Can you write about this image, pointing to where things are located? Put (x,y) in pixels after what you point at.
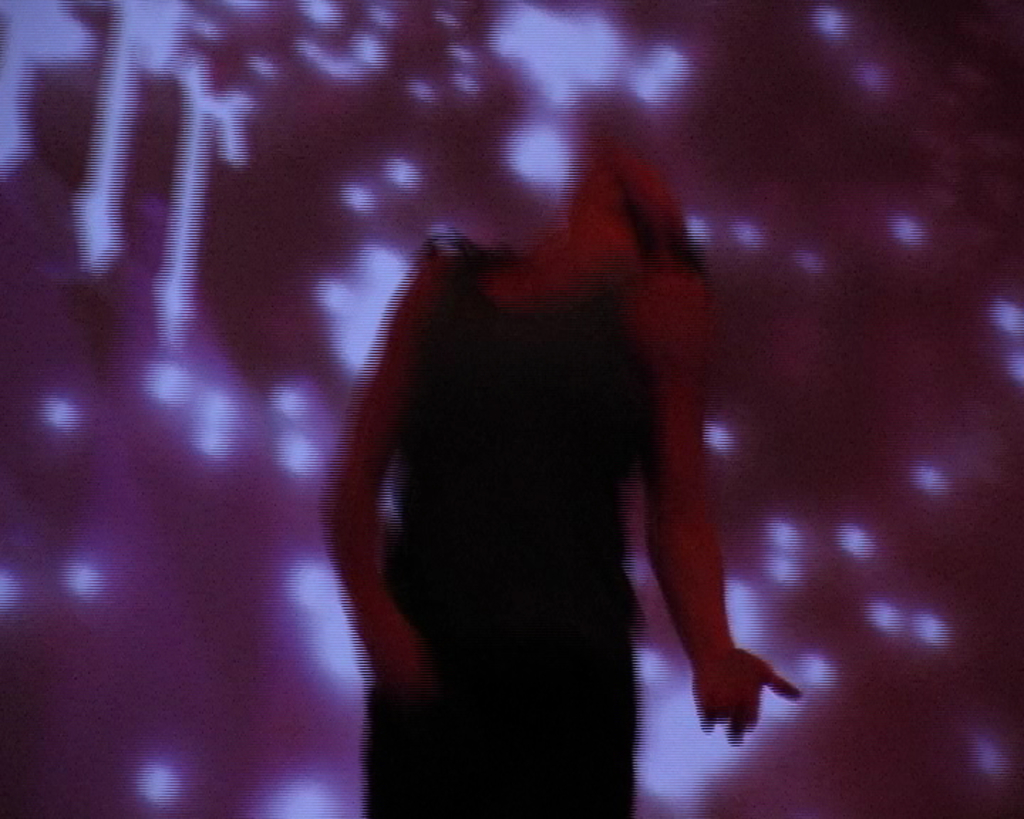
In this image we can see a person (623,561). In the background (953,217) it is blurry and there are lights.
